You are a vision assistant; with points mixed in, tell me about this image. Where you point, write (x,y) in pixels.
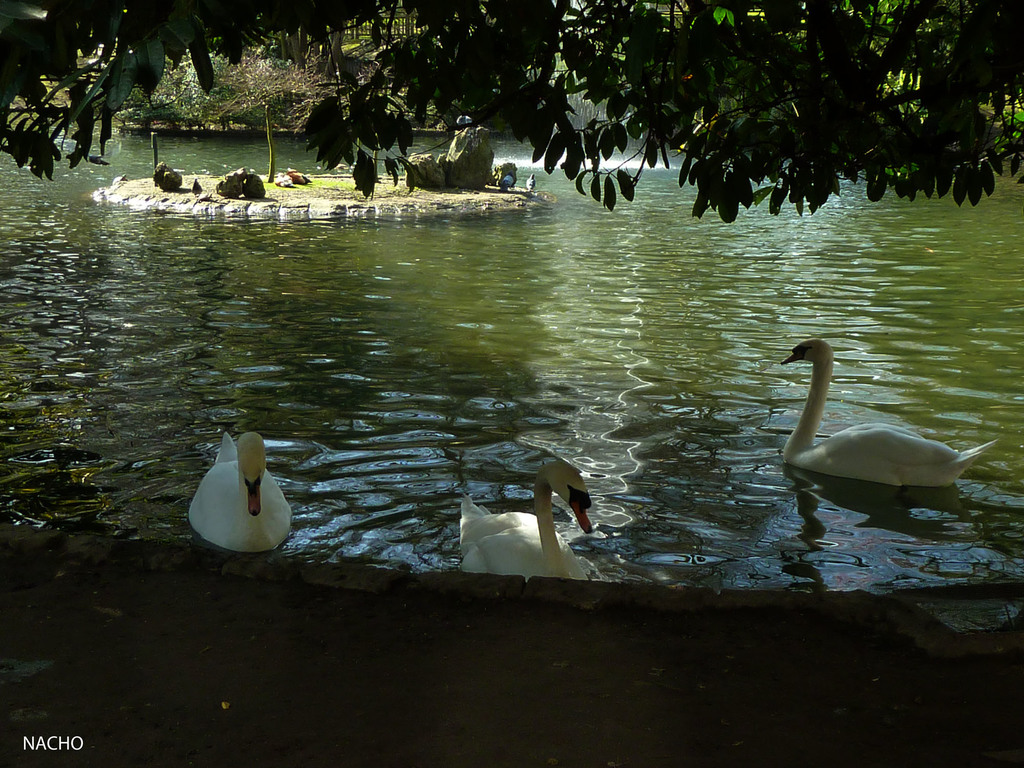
In this image, we can see trees (544,138), stones (464,152) and there are birds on the water (329,553). At the bottom (67,738), there is some text (67,738).
